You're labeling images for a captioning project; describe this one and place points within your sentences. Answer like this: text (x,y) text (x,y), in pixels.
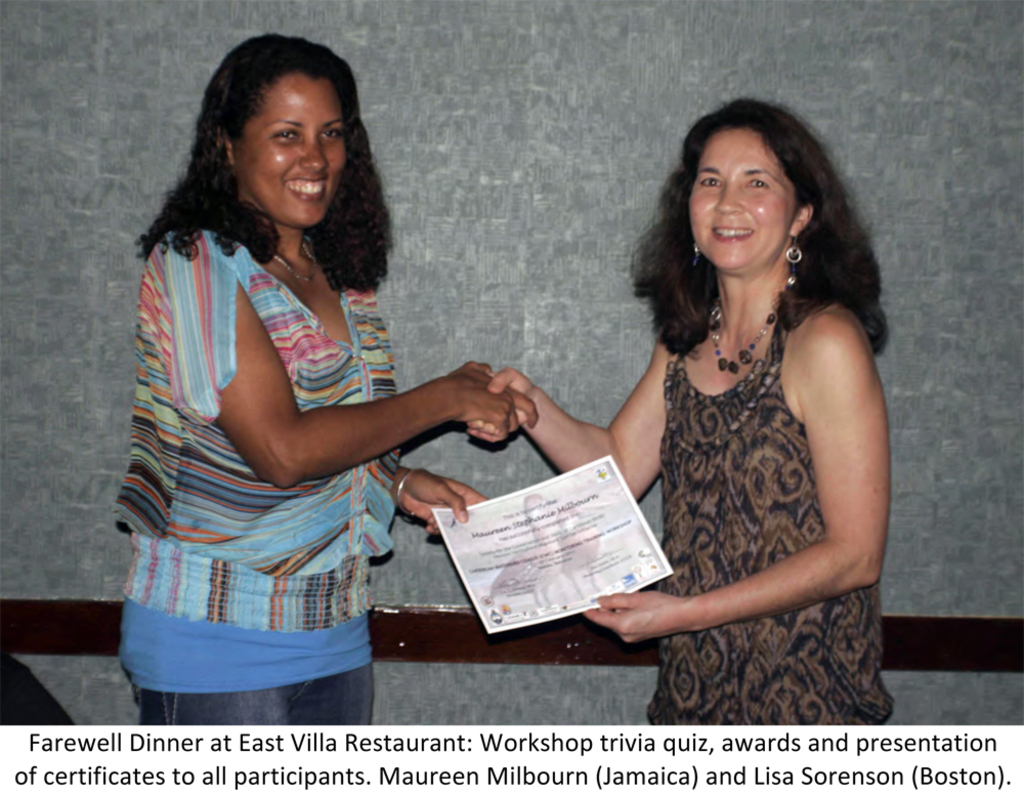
In this image we can see two women (794,504) are standing and smiling. They are holding a certificate (562,540) with their one hand (607,602) and shaking the other hand (491,408). One woman (538,410) is wearing a black-brown color top (776,631) and the other one is wearing a top (291,649) and jeans (248,715). In the background (88,126), we can see a grey color wall (949,196). At the bottom of the image (771,741), we can see some text (282,776).
